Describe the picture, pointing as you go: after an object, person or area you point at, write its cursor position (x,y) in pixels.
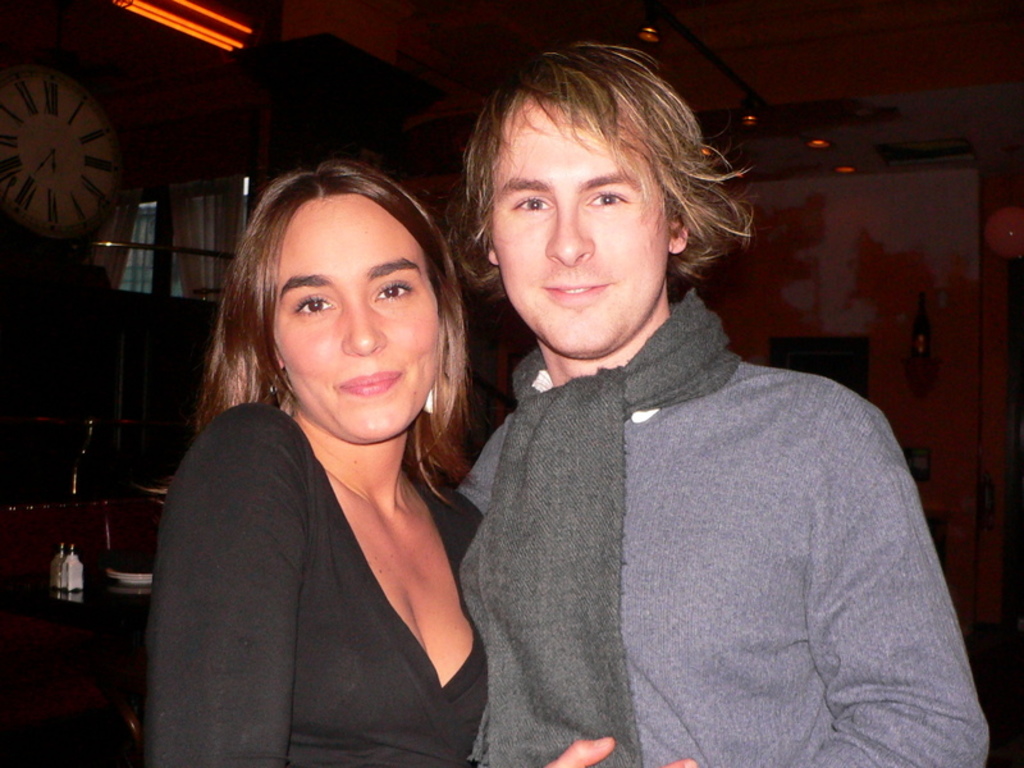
Here I can see a man (552,562) and a woman (339,493) are smiling and giving pose for the picture. On the left side (75,611) there is a table (115,600) on which few bottles (78,565) and some other objects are placed, at the top (41,181) there is a clock (83,199) attached to the wall (178,137). In the background (802,241) I can see a wall (852,297) in the dark. At the top (231,32) there are few lights (187,28).
